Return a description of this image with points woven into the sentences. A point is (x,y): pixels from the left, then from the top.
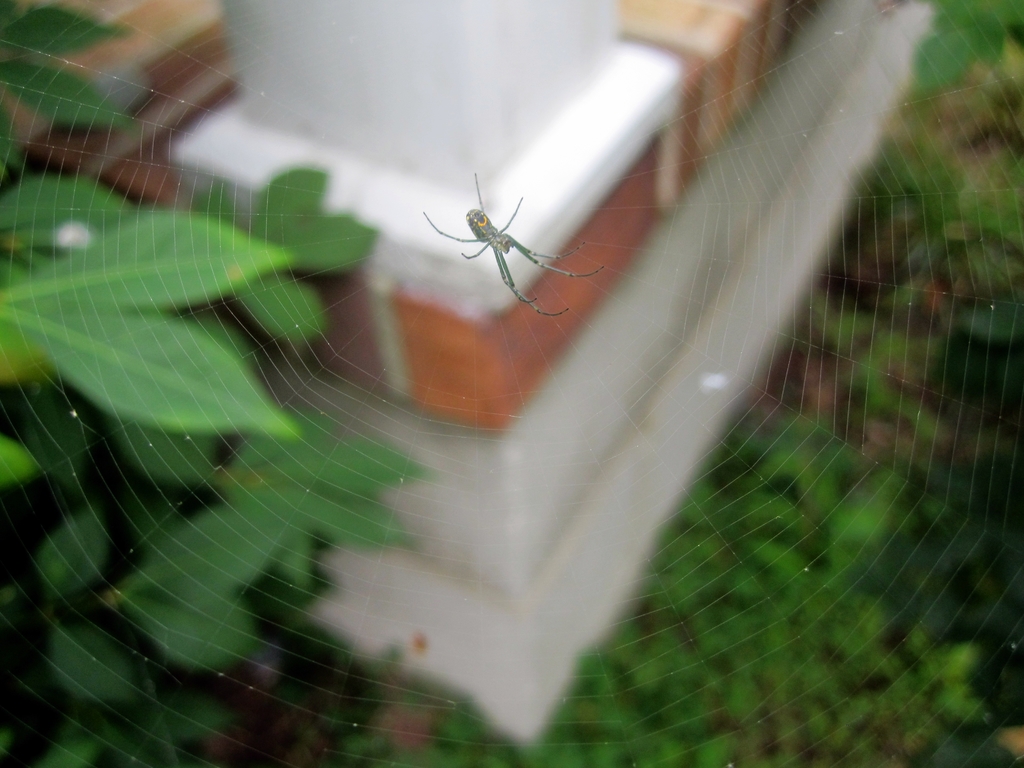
In this image in the front (481,281) there is an insect (495,256) on the spider web (471,358). In the background (437,352) there are plants (248,299) and there are objects (442,194) which are white and brown in colour.
